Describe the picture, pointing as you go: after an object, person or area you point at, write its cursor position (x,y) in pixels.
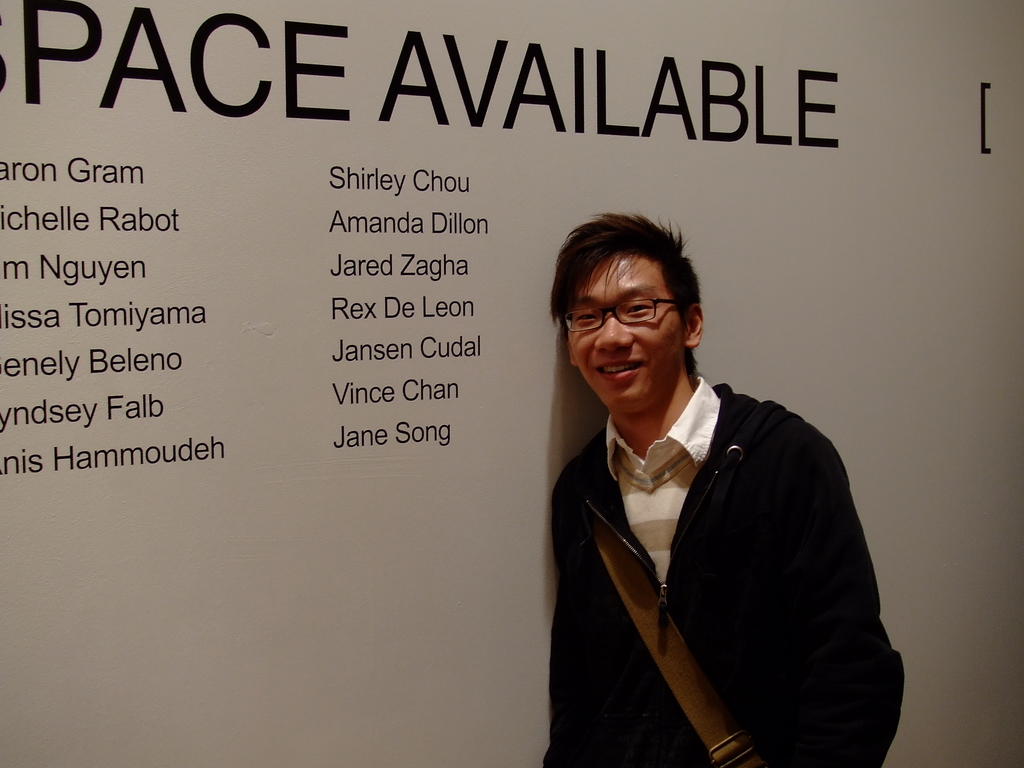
In this image there is a person (657,362) wearing a spectacle (595,319), his smiling, may be standing in front of the wall (282,580), on the wall (321,226) there is a text (120,355).
